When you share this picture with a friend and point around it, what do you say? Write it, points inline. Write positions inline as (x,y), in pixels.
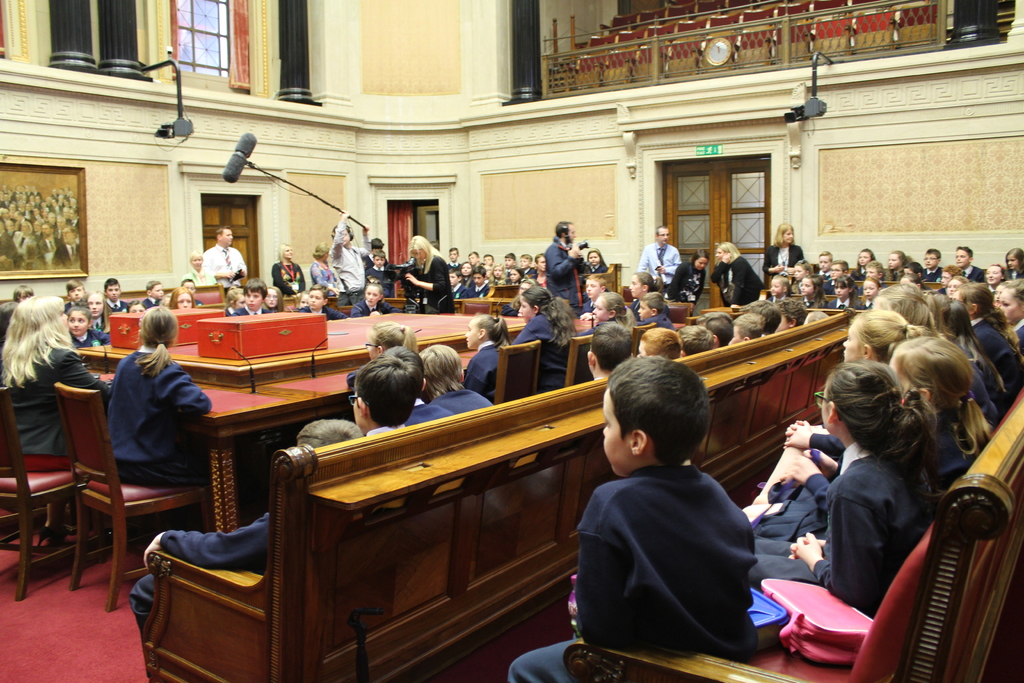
This is the picture of a room (1012,240). In this image there are group of people (854,443) sitting and there are group of people (558,248) standing and there is a man (569,239) standing and holding the object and there are boxes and microphones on the table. At the back (58,242) there are doors (393,240) and pillars (529,93) and there is a frame (78,228) and clock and there are objects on the wall (553,174). At the bottom (83,616) there is a mat (86,572) on the floor (51,582).
